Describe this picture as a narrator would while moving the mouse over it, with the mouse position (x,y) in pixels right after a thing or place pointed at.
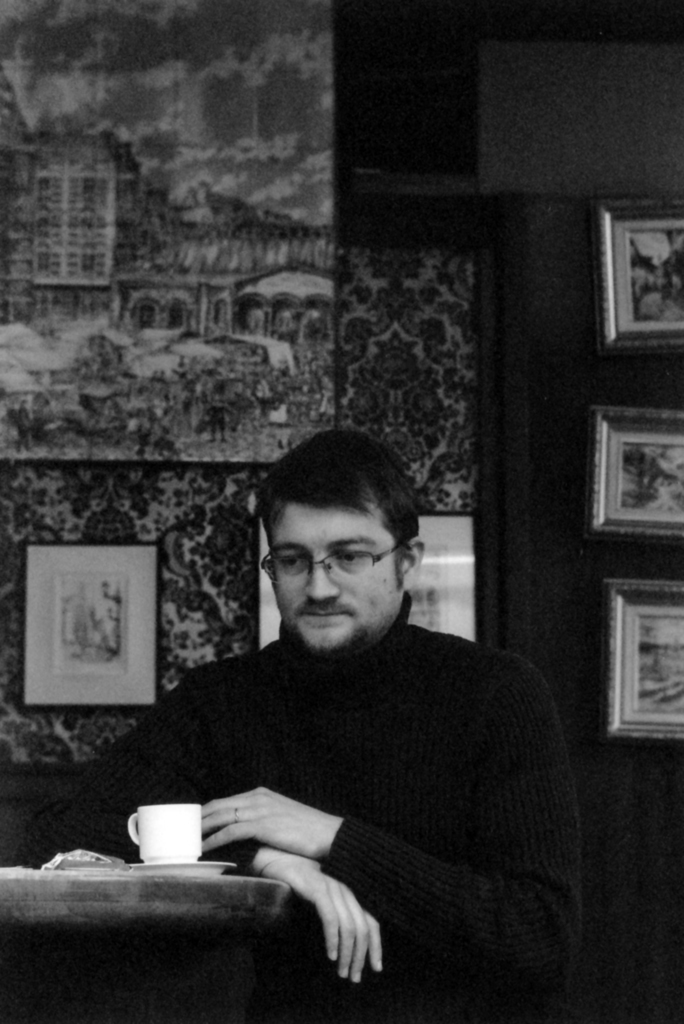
In this image we can see a man (446,699) and cup (155,823) on the table (235,885) in front of the man (305,834). In the background (421,215) we can see wall (357,191) with wallpapers (203,239) and wall hangings (609,337) attached to it.
